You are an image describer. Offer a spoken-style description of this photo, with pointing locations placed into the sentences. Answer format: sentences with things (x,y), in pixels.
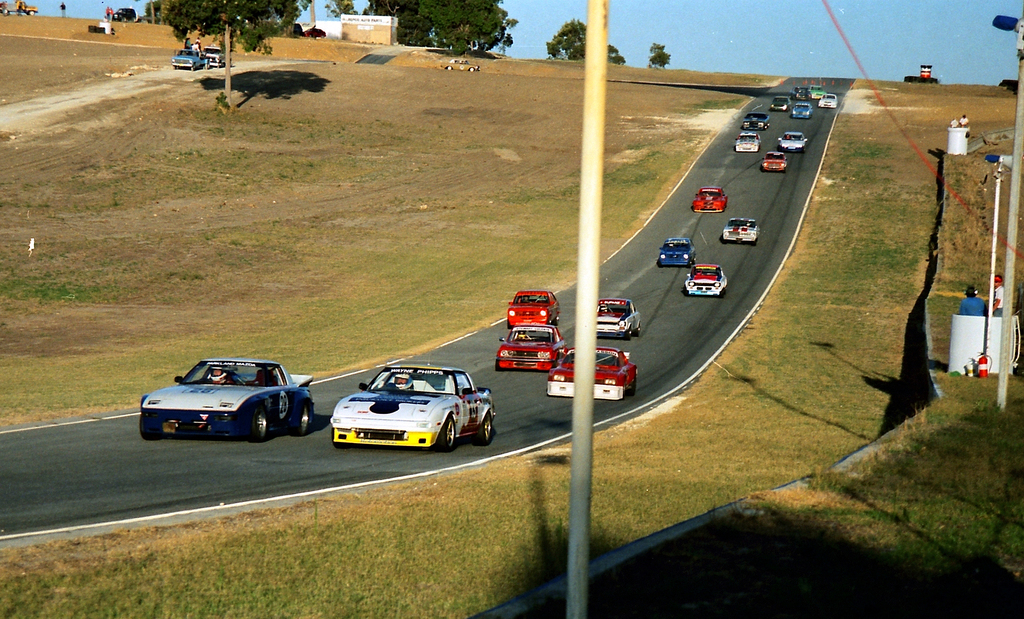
In this picture we can see many sports car (669,254) on the road (446,456). On the right (998,303) there are two person (985,307) standing near to the white pole (994,289) and fire extinguisher (981,363). On the top left (218,54) we can see some peoples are standing near to their cars (197,53). Here we can see trees (297,14) and house (366,31). On the bottom (389,564) we can see grass (468,603). At the top (888,20) we can see sky (716,28).
